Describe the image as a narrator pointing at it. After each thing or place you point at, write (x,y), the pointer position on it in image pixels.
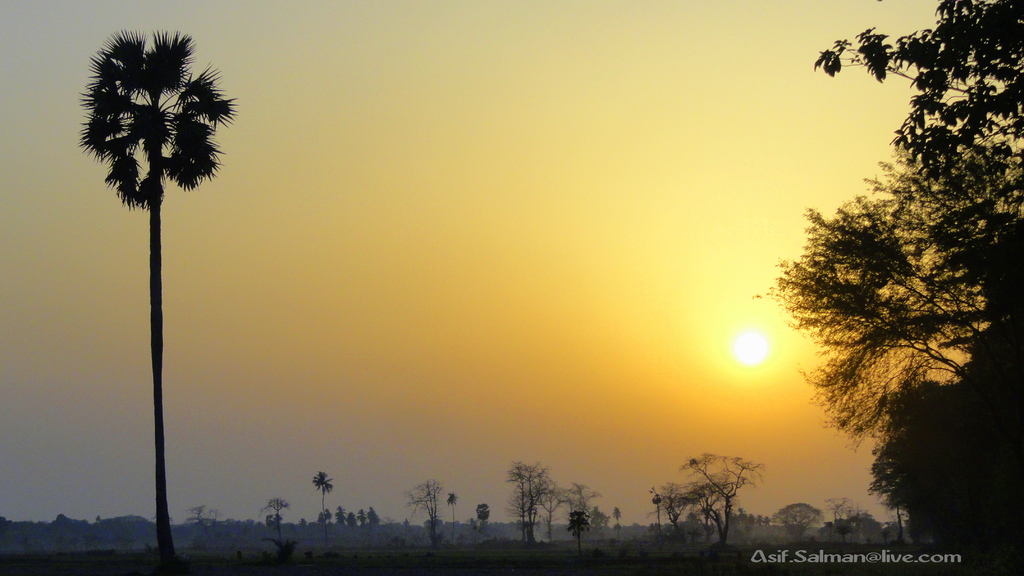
On the right side (923,250), we see the trees (977,458). On the left side (152,122), we see a tree (138,113). There are trees (577,523) in the background (580,506). In the background (403,481), we see the sun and the sky (360,208).
